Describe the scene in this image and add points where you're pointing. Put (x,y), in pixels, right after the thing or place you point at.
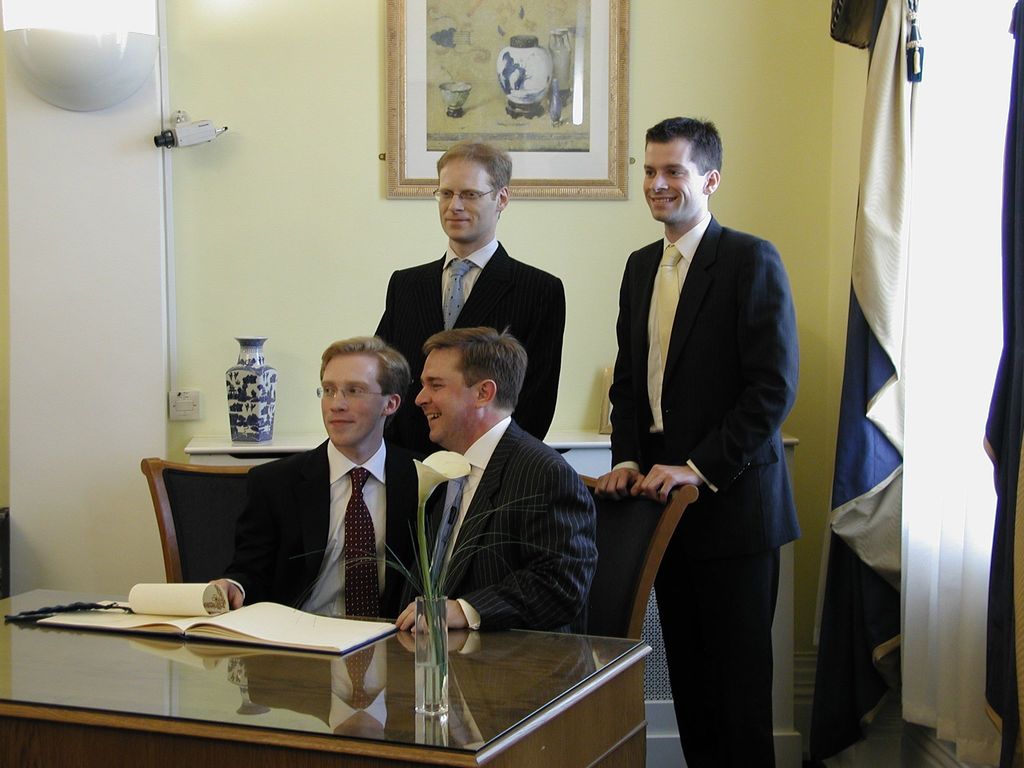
In this picture we can see four people (440,435) two people (324,510) are seated on the chair (613,531) and two people (445,260) are standing, in front of them we can find a flower vase (421,620) books (232,620) on the table (286,676), in the background (156,139) we can see wall painting (417,89), curtains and a camera (198,129).
